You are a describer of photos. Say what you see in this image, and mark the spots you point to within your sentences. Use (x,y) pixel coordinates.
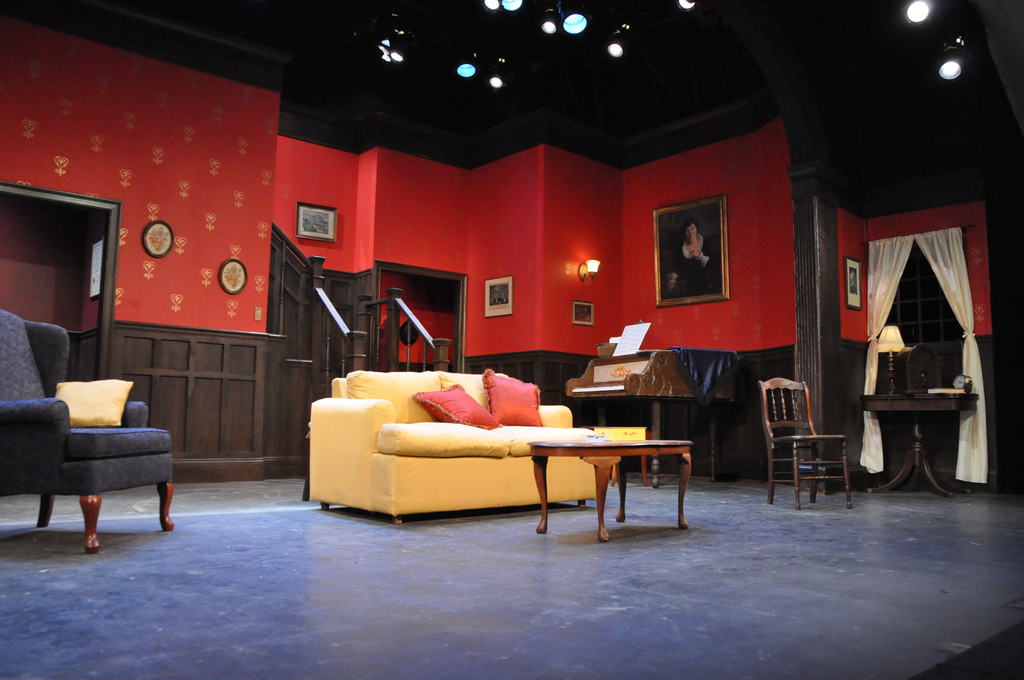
The image consists of sofa (467,456) on which there are two pillows (477,407). In front of sofa (505,460) there is a table (537,447) and chair (780,421). At the background (741,437) there is a wall (217,160) to which there are photo frames (314,227) attached. To the left side (30,369) there is a chair (39,387) with a pillow (90,399) on it. To the right side (938,336) there is a window (940,318) and curtain (877,275) and a lamp (900,334) which is kept on table (918,431).
